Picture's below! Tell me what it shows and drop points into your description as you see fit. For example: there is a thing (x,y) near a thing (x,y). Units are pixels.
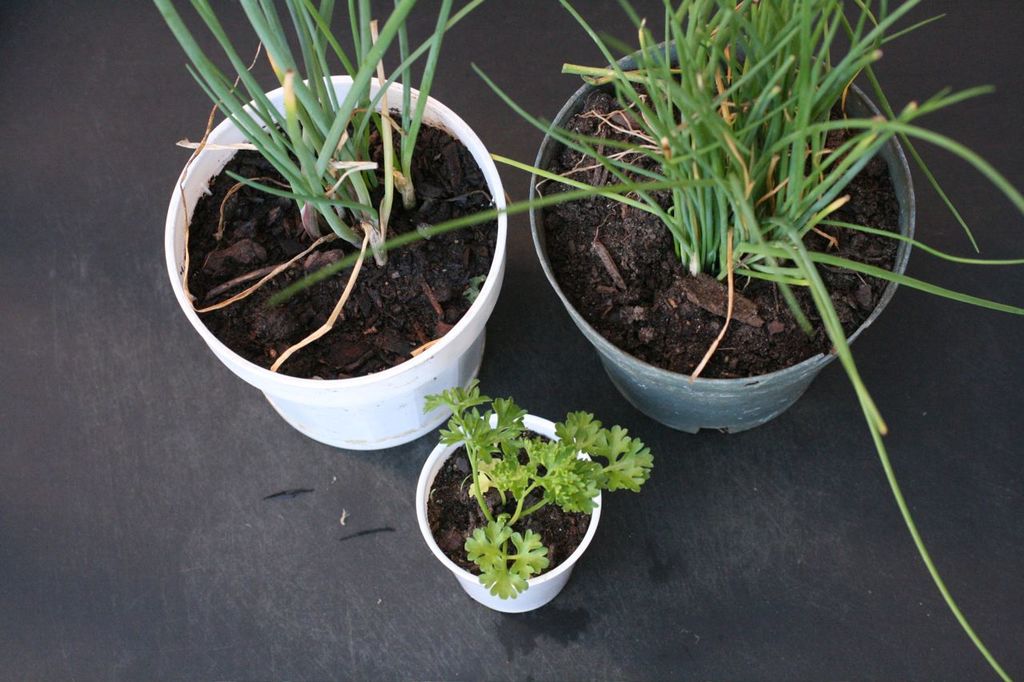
In this image we can see three pots (416,378) with mud (596,149) and plants (336,196) on the floor (416,613). There are few small objects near the pots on the floor (312,544).
